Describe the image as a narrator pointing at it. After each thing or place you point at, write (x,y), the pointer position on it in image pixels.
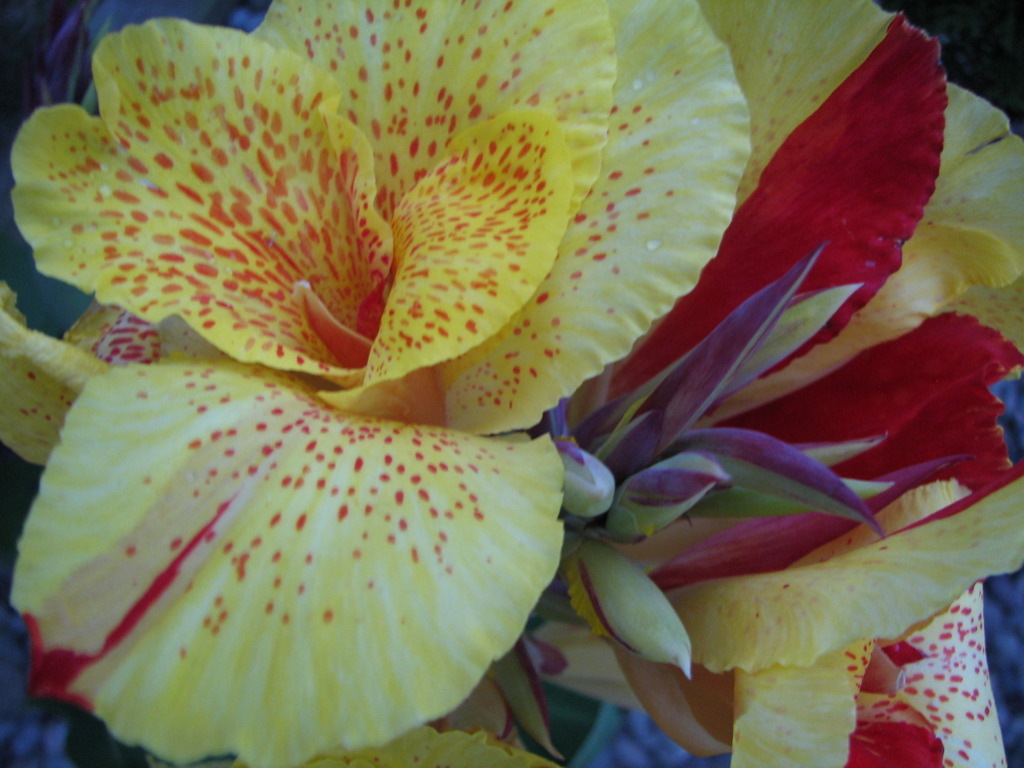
This is a zoomed picture. In the foreground (313,597) we can see the flowers (542,67) and buds (665,626). In the background (95,19) there are some other objects (85,44).
